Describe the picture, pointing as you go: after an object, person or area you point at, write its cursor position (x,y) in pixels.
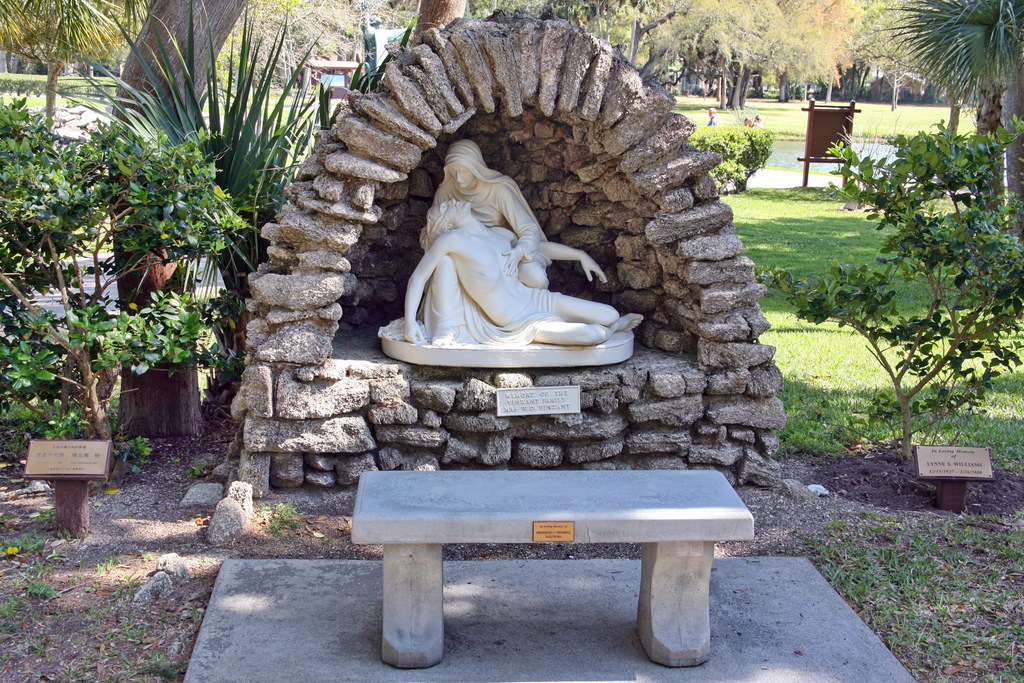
In this picture we can observe a white color statue (488,276). There is a bench (444,498) in front of the statue (481,198). We can observe wooden boards (78,467) on either sides of this statue (442,319). We can observe some plants (1006,303) and trees (637,32). There is some grass (780,223) on the ground (774,111).
